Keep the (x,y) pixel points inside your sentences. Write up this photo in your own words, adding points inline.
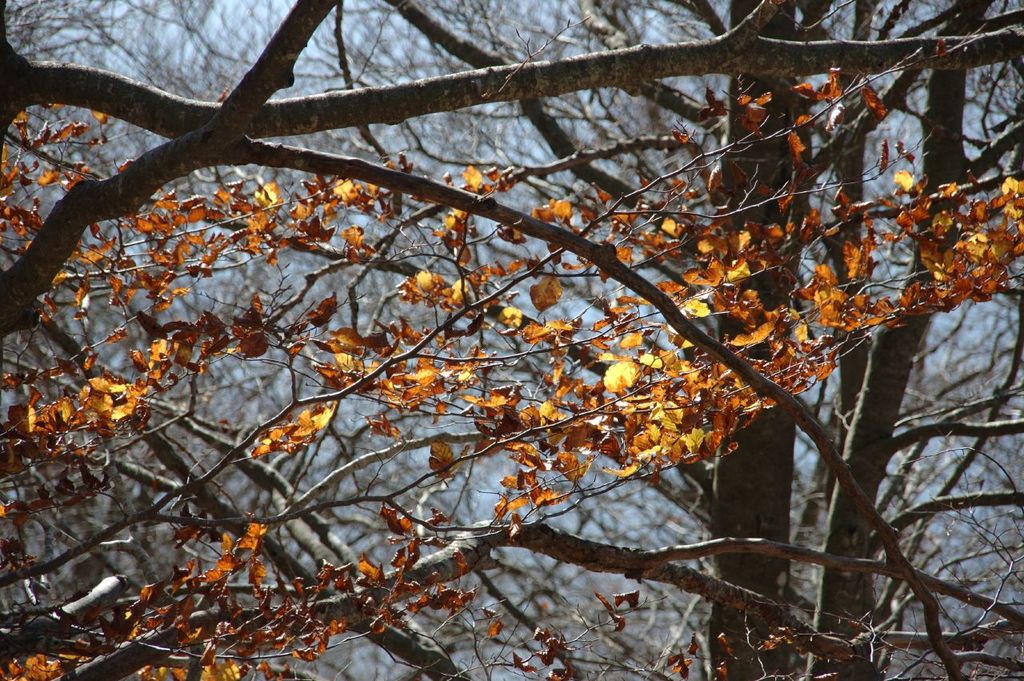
In this image we can see some branches (478,306) of a tree (758,377) with some leaves (190,350). We can also see the sky (413,230).
